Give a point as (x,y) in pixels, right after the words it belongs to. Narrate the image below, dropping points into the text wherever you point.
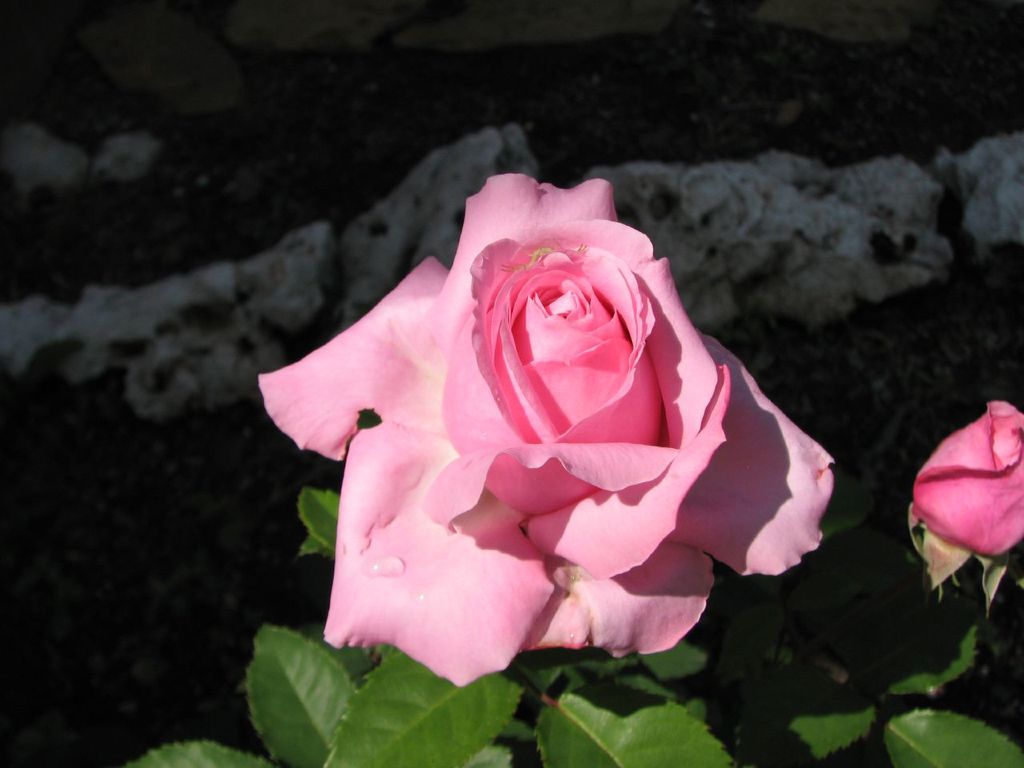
In this image, we can see a rose flower (547,511) and flower bud (923,539). At the bottom (970,653), there are few green leaves (945,684). Background (641,3) there is a wall (805,288). Here we can see water drops (386,562).
